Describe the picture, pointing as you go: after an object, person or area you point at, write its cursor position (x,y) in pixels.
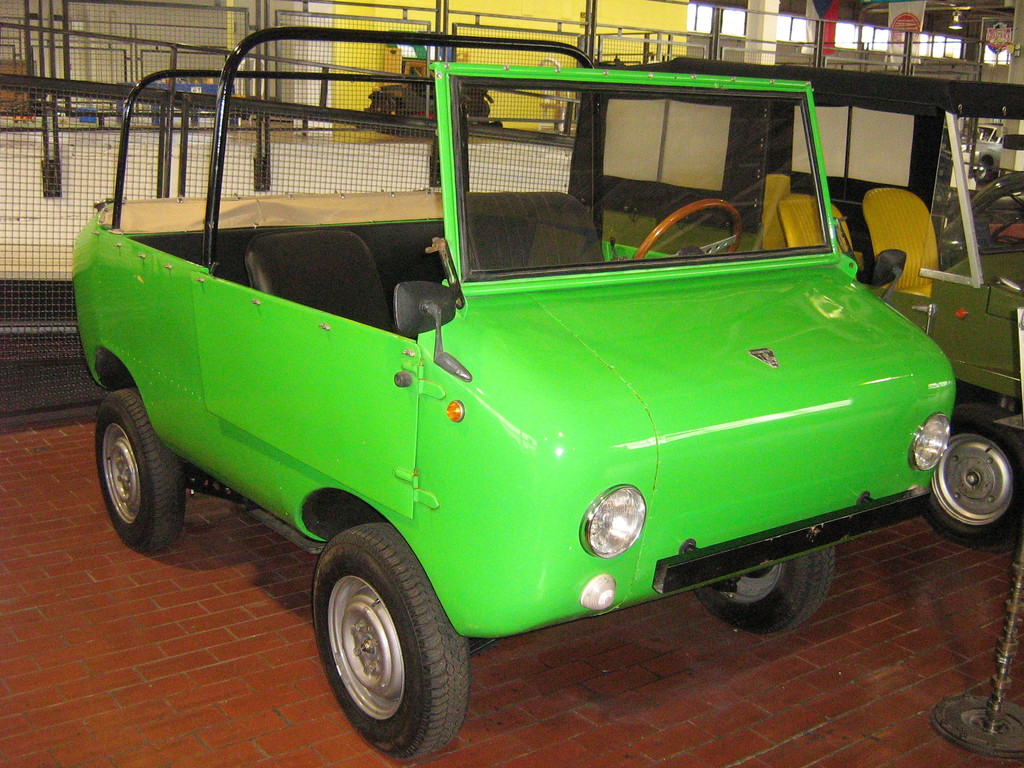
In this image we can see two vehicles (597,452) on the floor (626,670). In the background (2,177) we can see the fence (436,56), railing (772,43), pillars (768,28), banners (916,34) and also the wall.
